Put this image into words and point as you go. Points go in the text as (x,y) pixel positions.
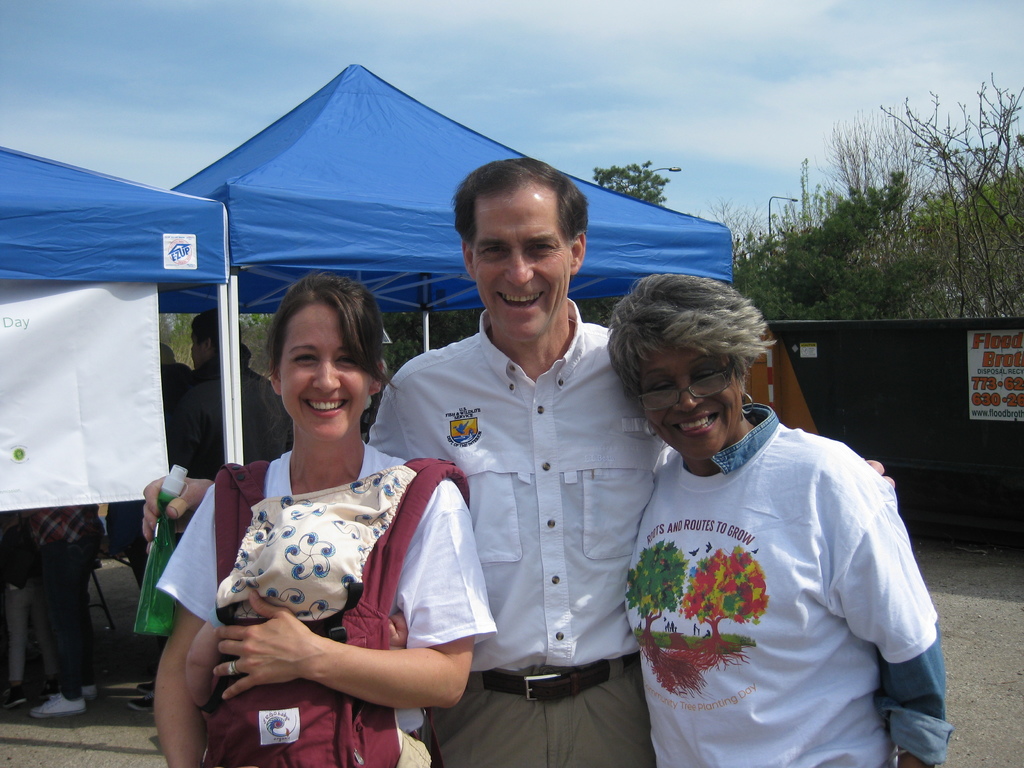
In this picture I can see few people (410,565) are standing and a woman (452,624) holding a baby (281,700) and I can see couple of tents (256,215) on the back (340,215) and few people (198,470) standing under the tents (366,204) and a man (179,506) holding a bottle (171,545) with his hand (155,484) and I can see smile on their faces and a wall (940,360) on the right side (956,359) and I can see few trees (839,201) and a blue cloudy sky (467,107).
